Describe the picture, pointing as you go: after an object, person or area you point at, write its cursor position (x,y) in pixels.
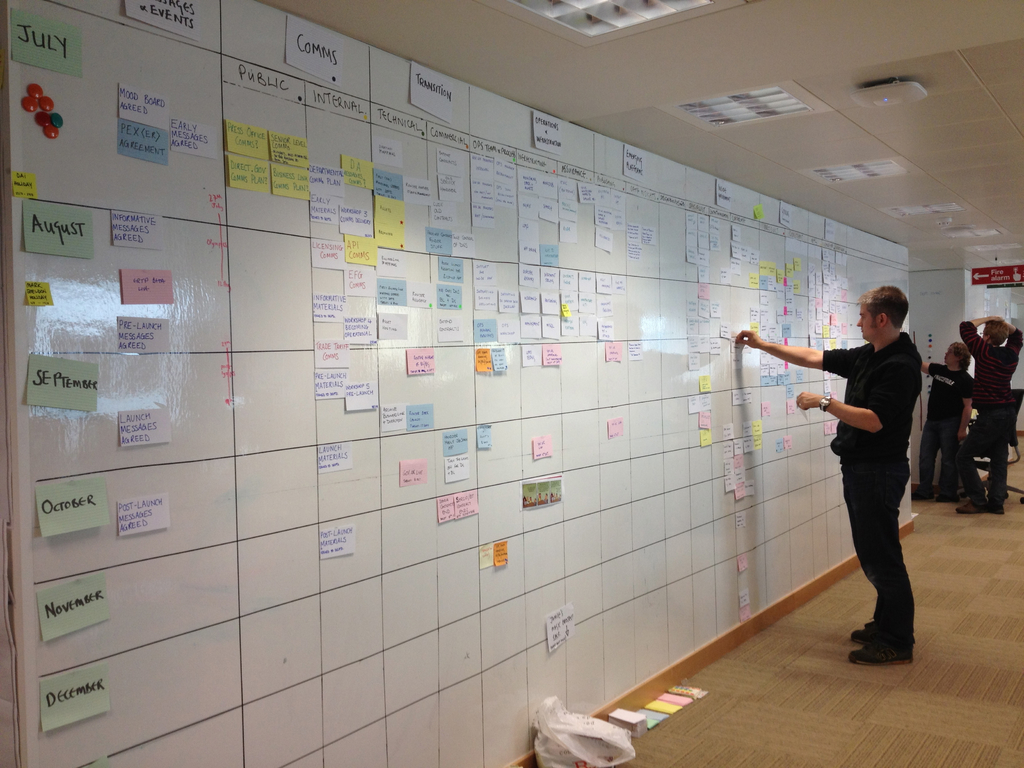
In this image we can see a man (896,393) standing on the floor (936,560) and sticking a paper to the wall (759,359). We can also see many text pages (439,267) attached to the wall (479,259). In the background (991,371) we can see two persons (983,358) standing. We can also see the board (1005,273), chair (1017,442) and also the ceiling (970,263) with the lights (741,110).
